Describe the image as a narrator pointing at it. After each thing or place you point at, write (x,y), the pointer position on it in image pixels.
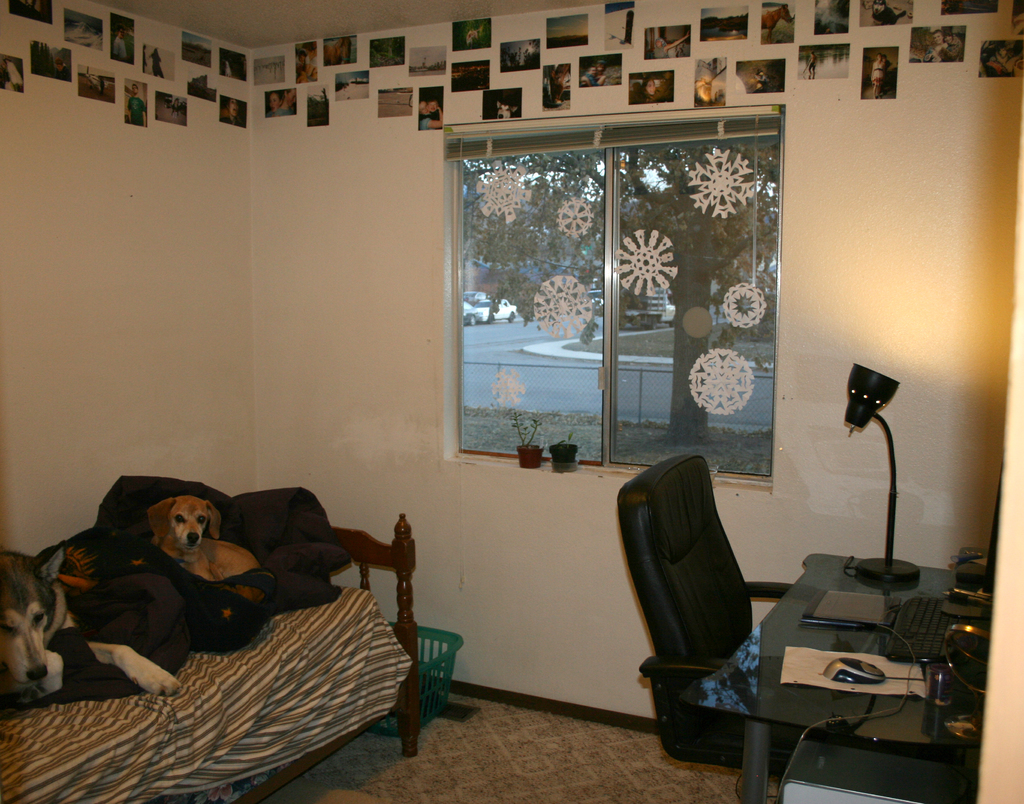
This image is clicked in a room (521,573). There are photos (45,68) posted on the wall (48,97) on the top of the image (505,104). There is a window (564,355) on the backside (727,323), through that window (687,335) we can see a tree (688,239), cars (513,316). On the left side (200,678) bottom corner there is a bed (276,662), on that bed (247,658) there are two dogs (36,668) and blanket (142,601). On the right side (695,583) bottom corner there is a chair (710,613) and table (810,638), on the table (876,653) there are Mouse (854,678), iPad (864,598), light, keyboard (938,611).
